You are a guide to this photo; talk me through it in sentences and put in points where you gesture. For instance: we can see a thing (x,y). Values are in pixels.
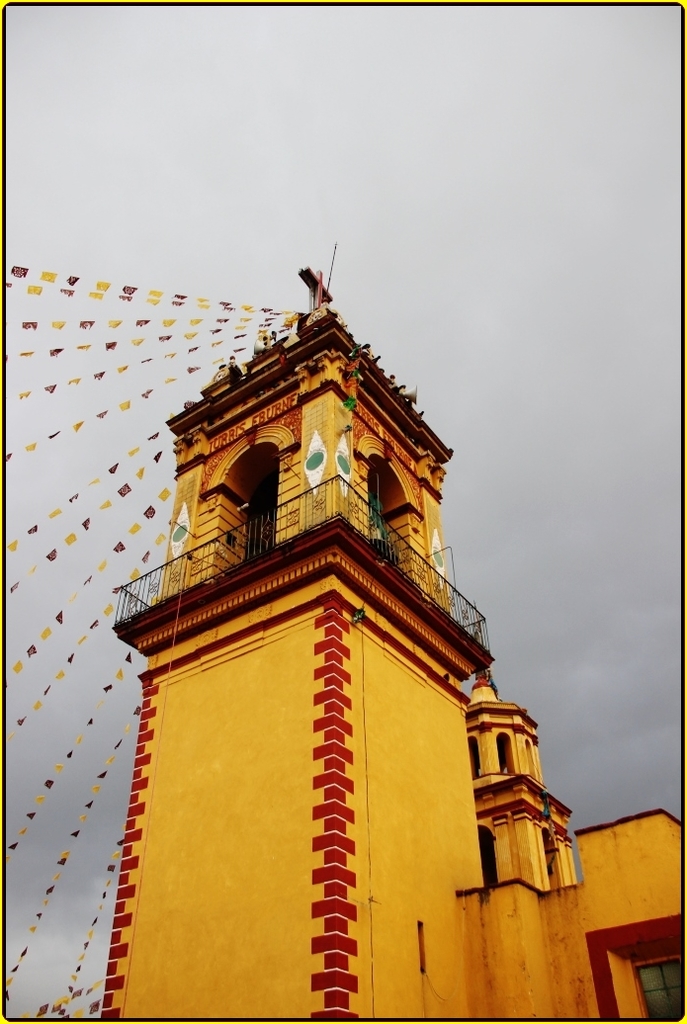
In this image, in the middle (327,598), we can see a building (223,406). On the right side of the building (660,959), we can see a glass window (674,969). On the left side (138,316), we can see some flags (24,955). In the background (515,612), we can see a sky (221,355) which is cloudy.
